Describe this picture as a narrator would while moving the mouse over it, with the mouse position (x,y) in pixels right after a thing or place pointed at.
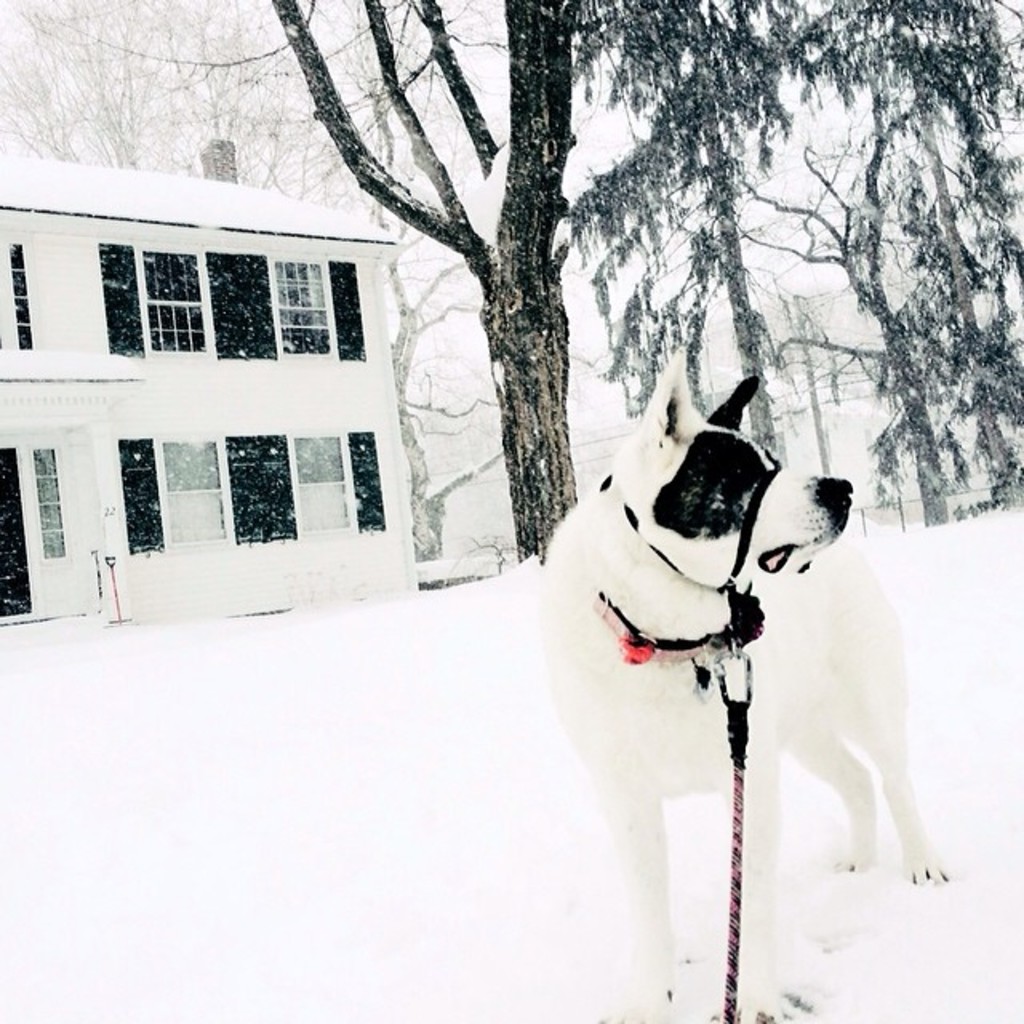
This picture is taken in a snow (436,597). At the bottom (740,840), there is a dog (693,722) tied with the rope (733,893). In the background (151,292), there are trees (508,322) and buildings (374,317).
